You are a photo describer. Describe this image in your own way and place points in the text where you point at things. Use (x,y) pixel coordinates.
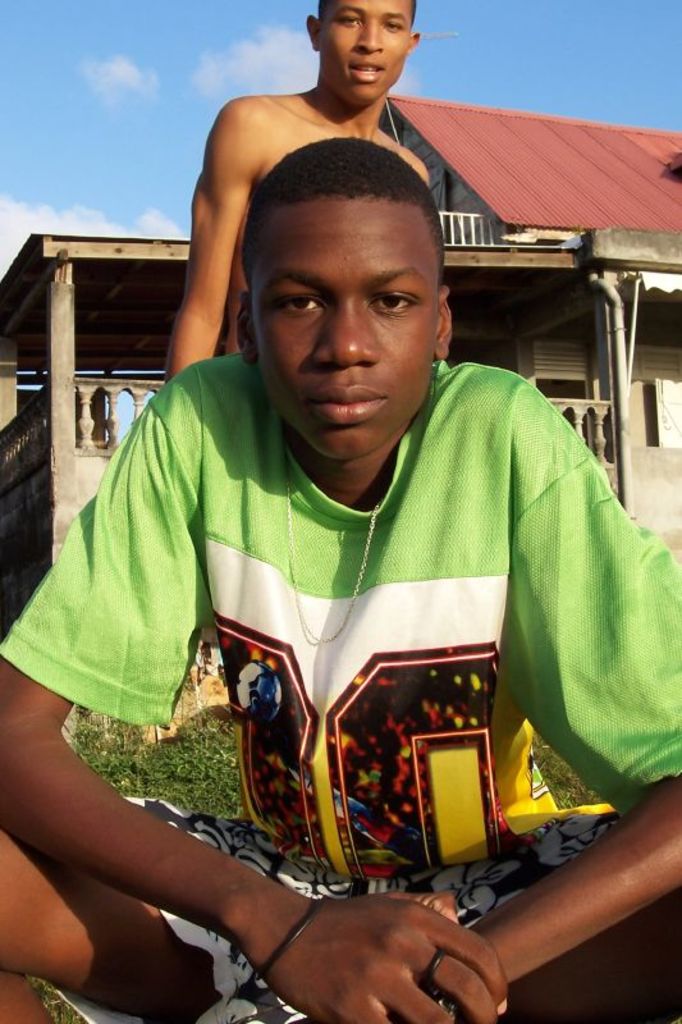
In this image I can see two persons (257,306). The person (257,306) in front (358,604) wearing green color shirt (290,805) and black and white short (224,826). Background (67,100) I can see a building (611,438) in gray color and the sky (123,77) is in blue and white color.
